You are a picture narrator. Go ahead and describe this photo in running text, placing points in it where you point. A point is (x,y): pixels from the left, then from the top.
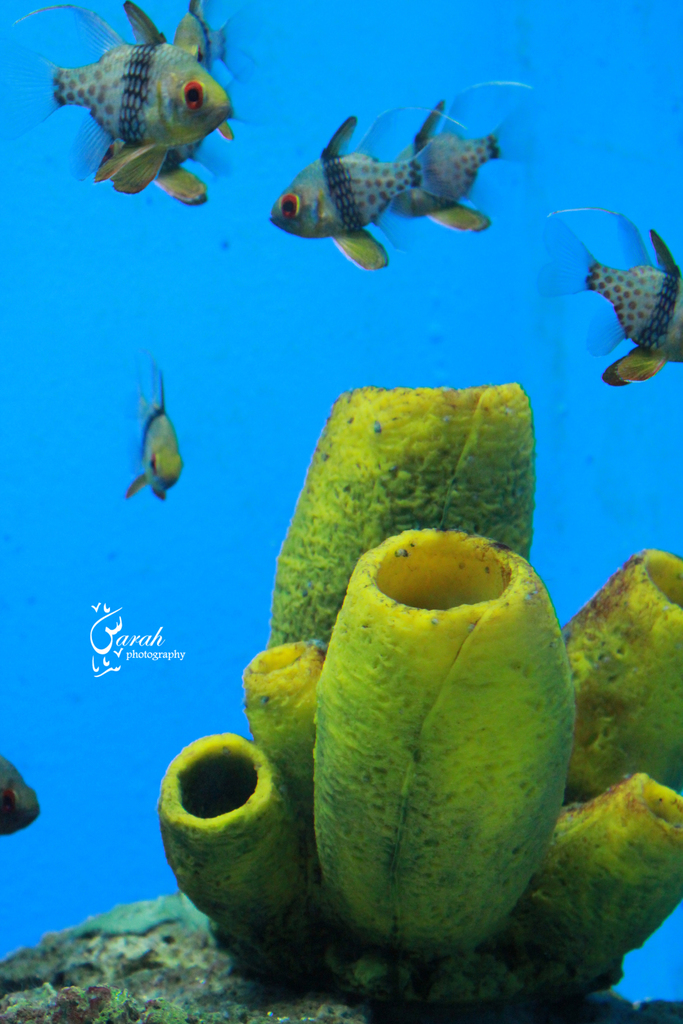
This picture is taken under the water (29,570). I can see few fishes (312,176). It is looking like a plant (482,861). There is some text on the image.
